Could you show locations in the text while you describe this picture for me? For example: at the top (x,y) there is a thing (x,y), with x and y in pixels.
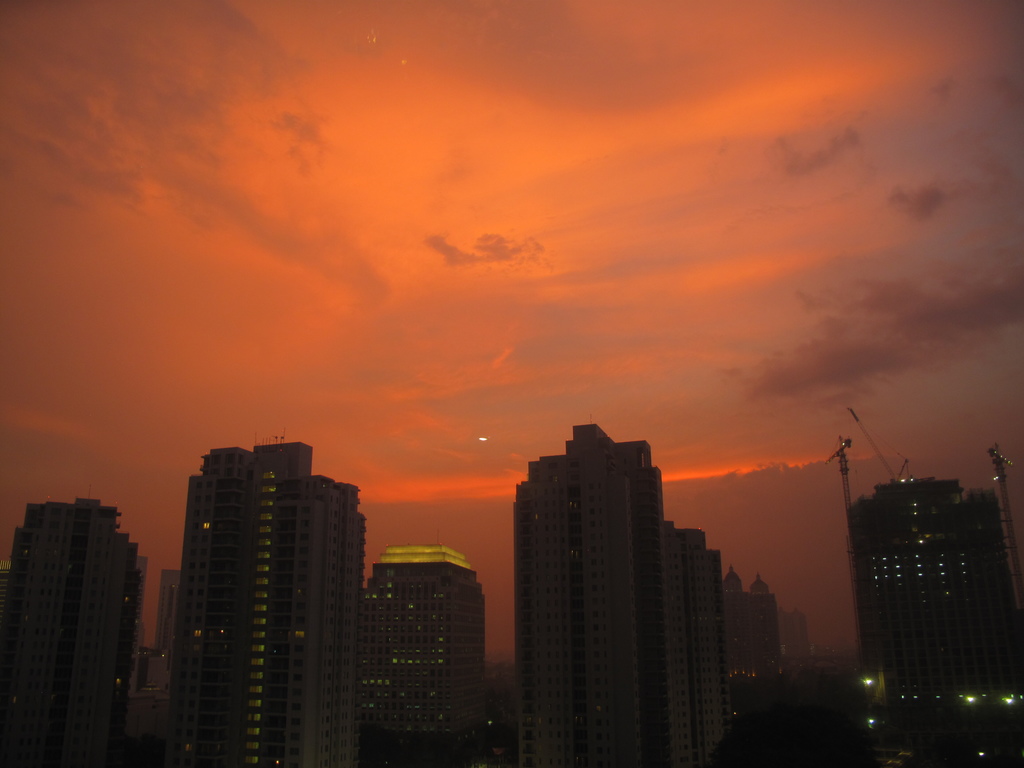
In this picture we can see buildings (366,686), lights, some objects (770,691) and in the background (346,186) we can see the sky (385,226) with clouds (364,262).
